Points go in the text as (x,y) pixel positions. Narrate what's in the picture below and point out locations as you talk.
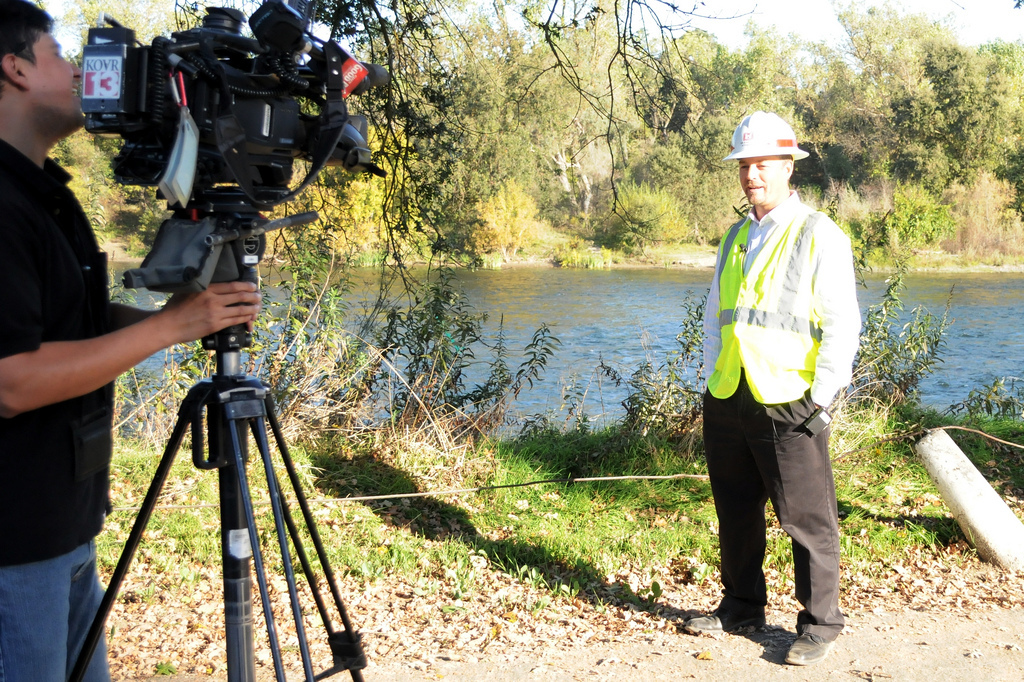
On the right side of the image (776,193) we can see a man (753,302) is standing and wearing jacket (759,290), cap (755,154). On the left side of the image (65,669) we can see a man (83,281) is standing and holding a camera (204,132) with stand (244,568). In the background of the image (185,383) we can see the trees (636,243), water (603,352), plants (547,428), grass (590,493), dry leaves (622,624). At the bottom of the image (747,676) we can see the road (794,673). At the top of the image (1013,14) we can see the sky (971,9). On the right side of the image (1004,519) we can see a stone (942,460).
